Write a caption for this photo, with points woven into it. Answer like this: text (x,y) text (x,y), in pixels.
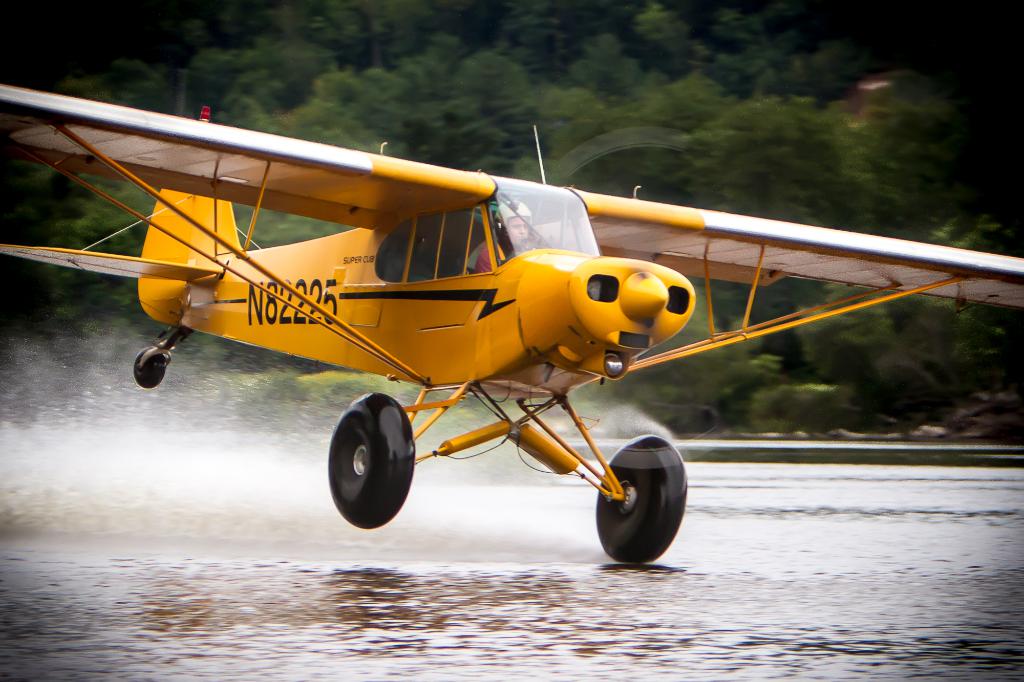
In this image we can see a yellow color airplane (501,374). Back ground (232,82) so many trees (451,86) are there and on land (293,587) water (391,568) is present.
